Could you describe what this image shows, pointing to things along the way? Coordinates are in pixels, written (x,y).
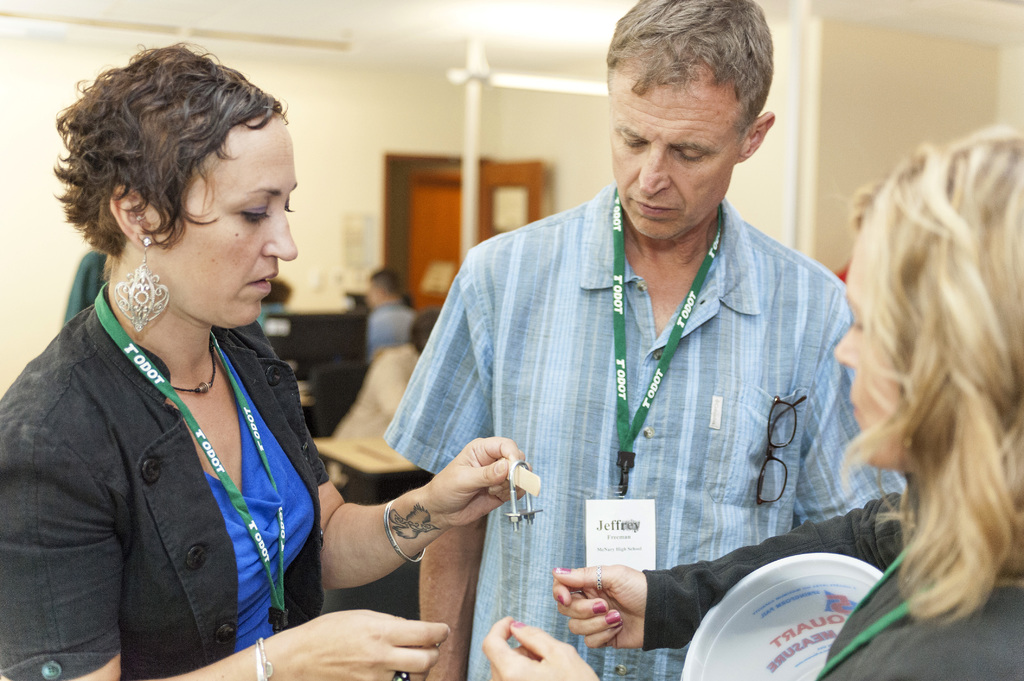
The picture is taken in a room (862,72). In the foreground of the picture (561,430) there are two women (727,567) and a man (639,444) standing. The background (17,90) is blurred. In the background (386,364) there are people (391,357), chairs (363,370), a door (430,215) and a pole (465,134). At the top (280,42) there is a light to the ceiling (592,14). In the background (61,256) there is a wall (371,160).
